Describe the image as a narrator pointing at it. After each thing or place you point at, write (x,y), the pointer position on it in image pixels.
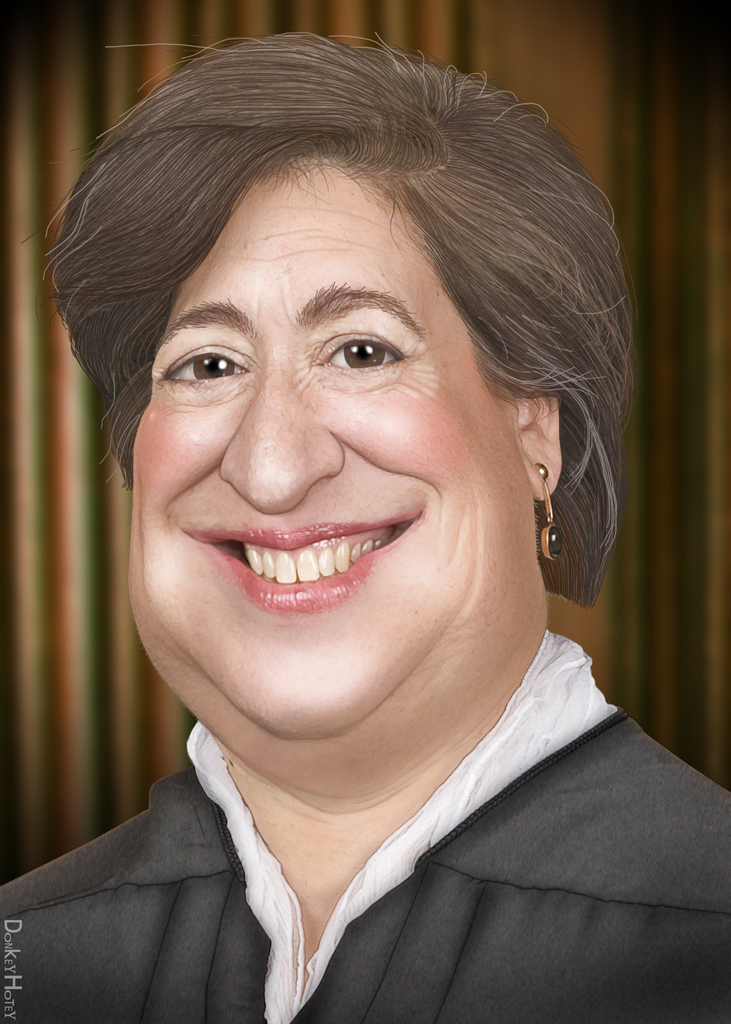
In the picture I can see an image of a woman (366,518) smiling and there is something written in the left corner (8,944).
